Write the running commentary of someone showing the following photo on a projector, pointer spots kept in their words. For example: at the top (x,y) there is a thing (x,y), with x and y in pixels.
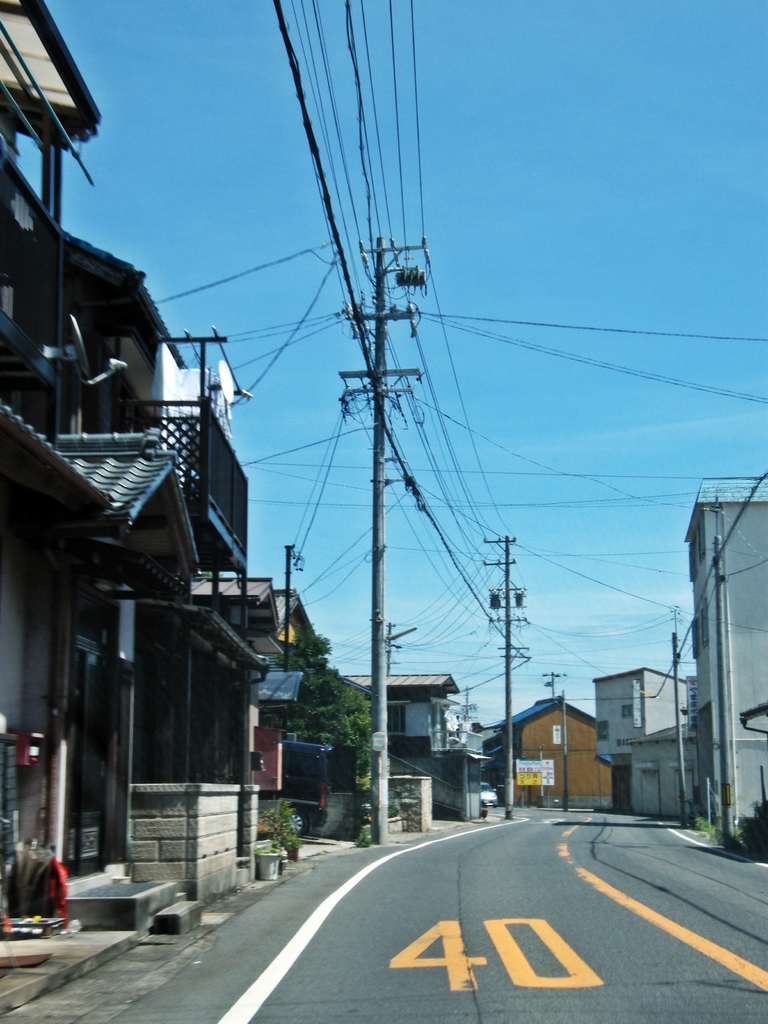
In this picture we can see road (477,850), current poles (680,752), wires (759,628), buildings (587,745), plants (754,848) and leaves (369,748). In the background of the image (541,603) we can see the sky (619,545).
